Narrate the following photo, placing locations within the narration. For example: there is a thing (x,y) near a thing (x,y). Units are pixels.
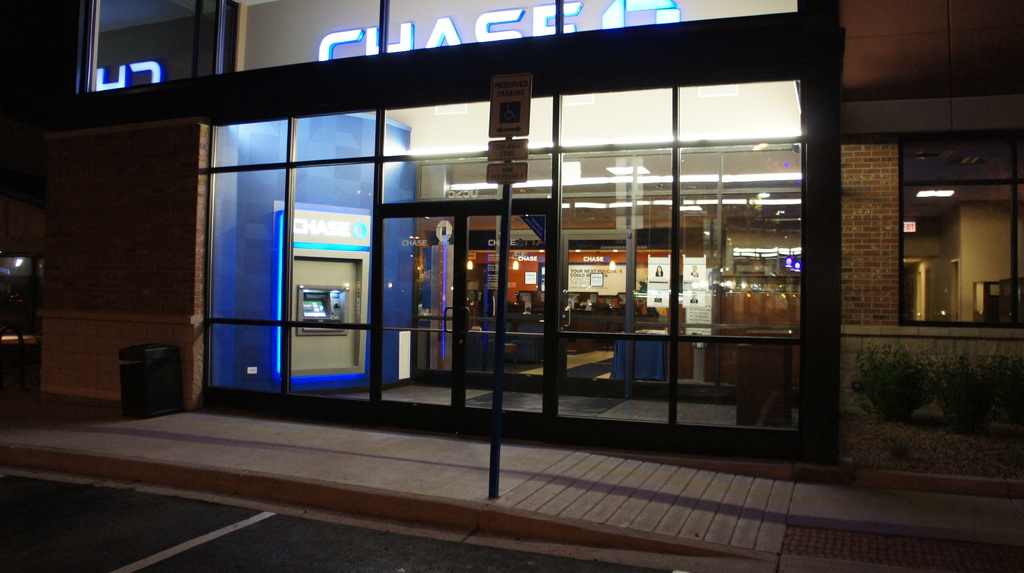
In this picture we can see a building (454,267), few lights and glass doors (403,248), in front of the building (181,330) we can see a dustbin (134,382) and a sign board (492,166).
